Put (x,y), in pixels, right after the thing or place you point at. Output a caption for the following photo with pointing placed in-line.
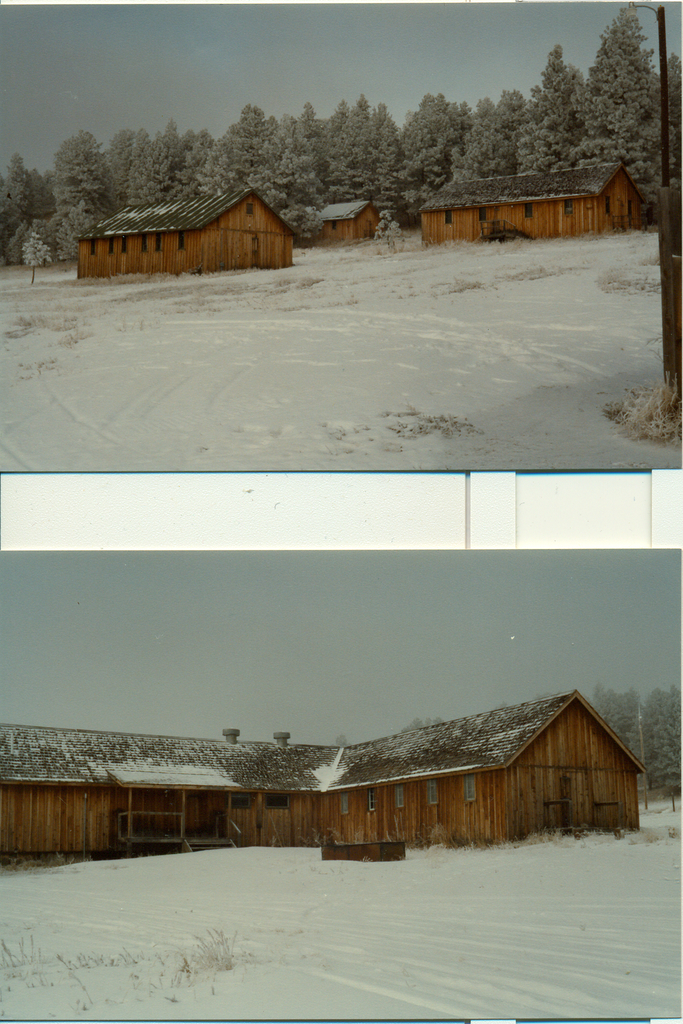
In this image I can see two pictures in which I can see the white colored snow (316,430), some grass (211,965) on the snow (174,966) and few buildings (264,805) which are brown and black in color. In the background (316,214) I can see few trees (675,757) and the sky (253,80).
